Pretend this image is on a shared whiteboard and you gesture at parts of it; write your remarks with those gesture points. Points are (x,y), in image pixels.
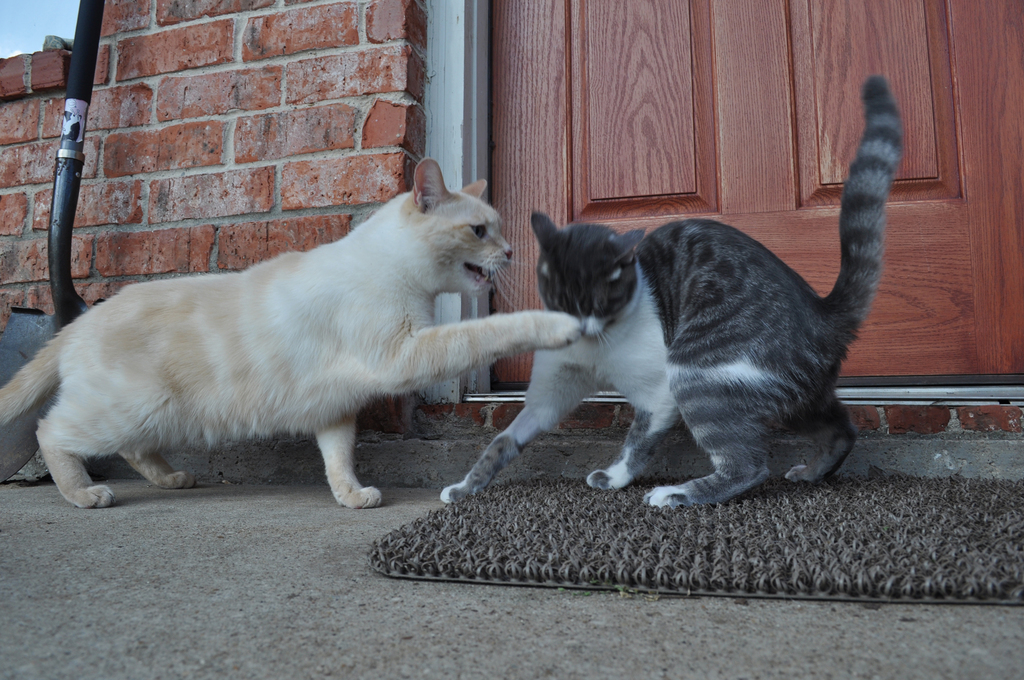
In this image I can see two cats (626,331). In the background (358,160), I can see the wall (323,131) and a door (674,80).
